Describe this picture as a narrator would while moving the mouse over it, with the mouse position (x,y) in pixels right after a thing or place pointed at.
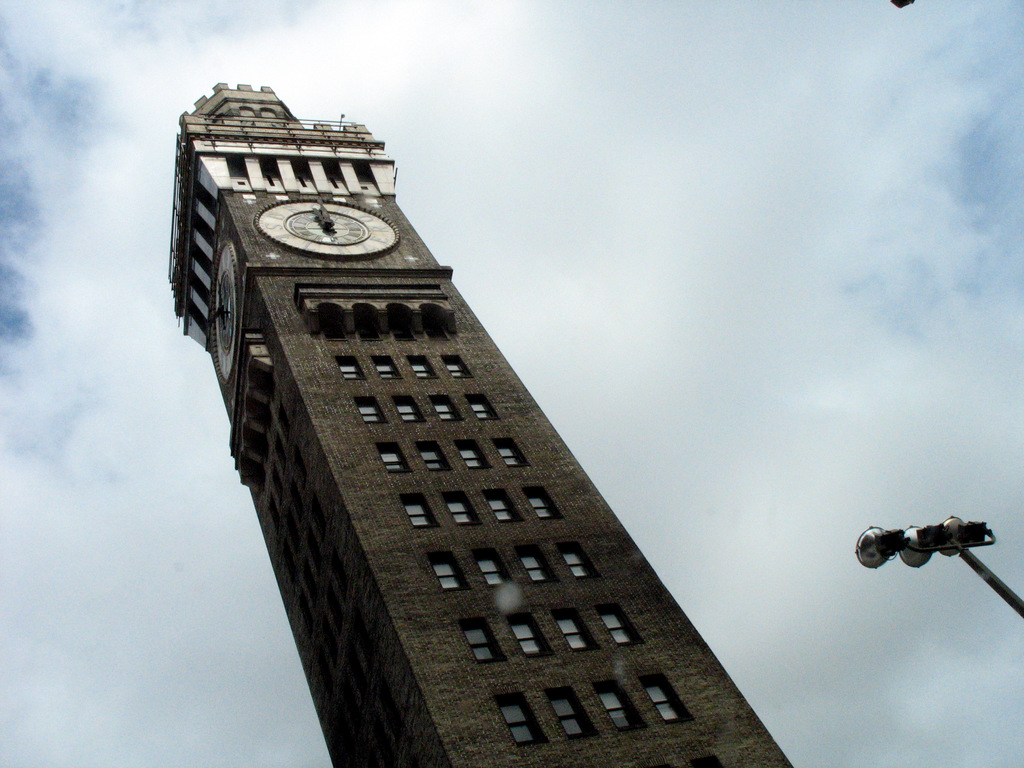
On the right (941,544) we can see a pole (968,551) looking a like street light (878,534). In the center of the picture (411,325) there is a building (393,322). At the top of the building (244,251) there are clocks (224,249). In the background (101,197) it is sky (784,193), sky (788,171) is cloudy.
